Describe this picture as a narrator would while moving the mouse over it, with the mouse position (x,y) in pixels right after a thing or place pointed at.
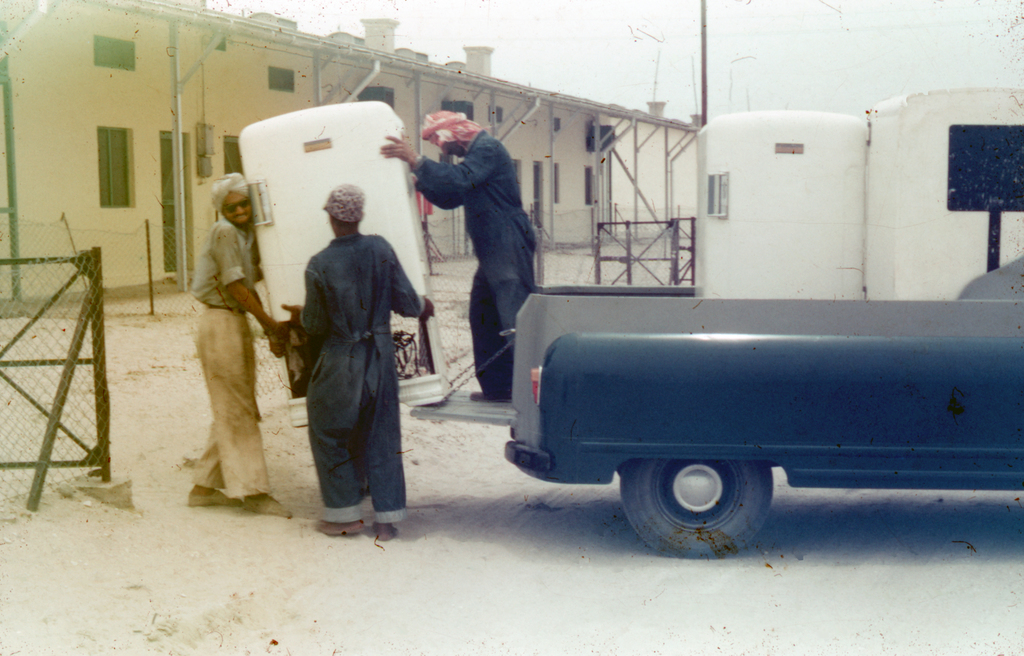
In this image we can see a vehicle (703,317). There are three persons (483,242) holding a white color object (289,207). In the background of the image (365,80) there is a house (125,63) with doors (166,138) and windows (106,129). There is fencing (44,275). At the bottom of the image (417,626) there is sand (450,628).
